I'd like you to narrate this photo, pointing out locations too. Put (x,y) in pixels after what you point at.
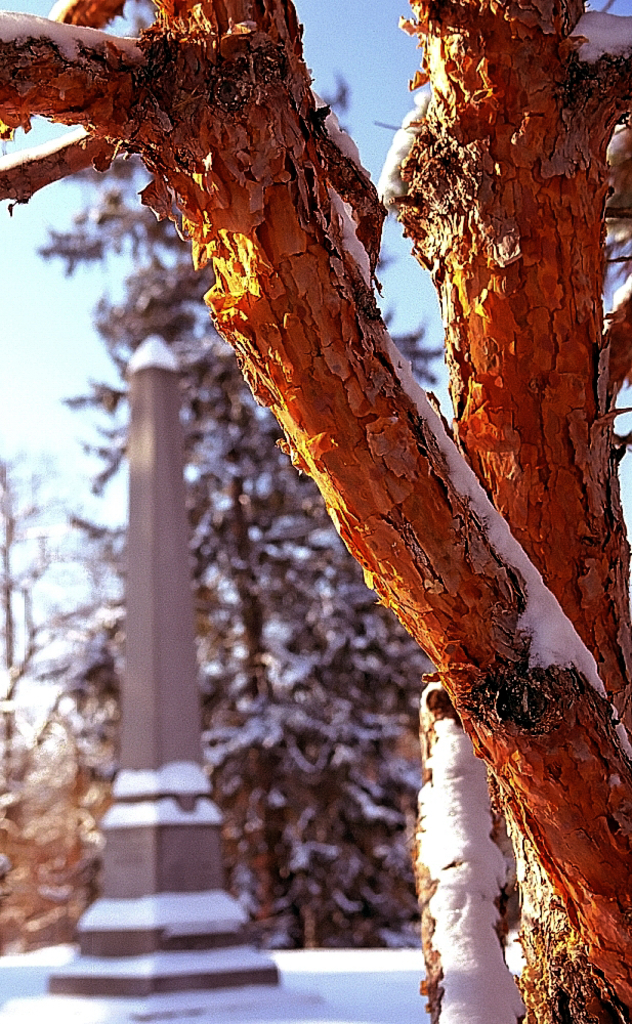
In this picture I can see 2 trunks (297,223) in front (555,783), on which there is snow (452,1010). In the background (265,930) I can see the trees (280,485) and a pillar (188,793) and I see these things (130,589) are covered with snow (59,736) and I can see the sky (41,398).
